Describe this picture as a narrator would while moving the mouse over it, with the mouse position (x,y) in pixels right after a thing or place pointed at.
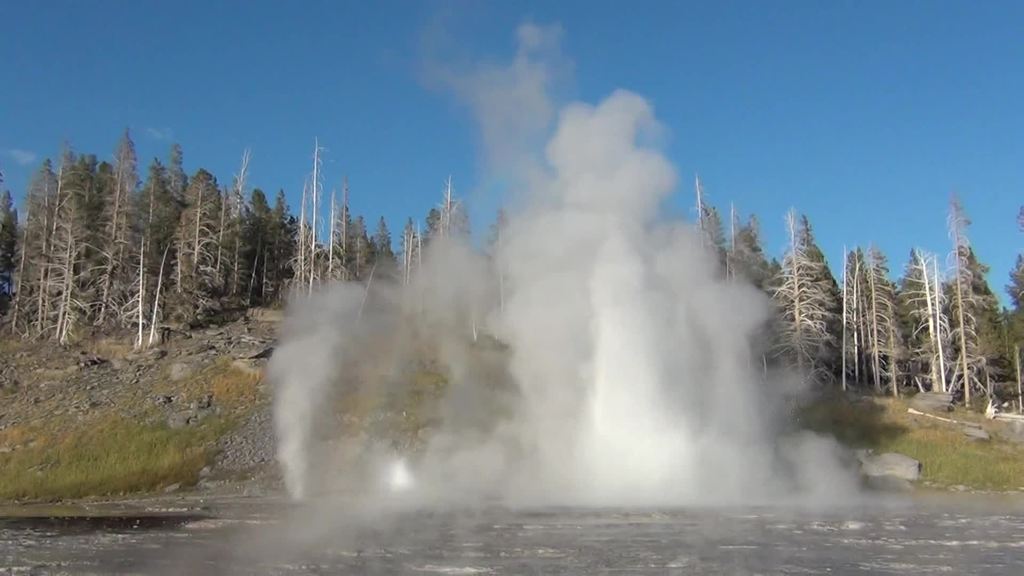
This image is taken outdoors. At the bottom of the image (615,538) there is a ground (911,543). In the middle of the image (454,370) there is smoke (475,373). In the background (954,368) there are many trees (303,265) on the ground (912,391) and there is a ground (132,450) with grass (158,448) on it. At the top of the image (266,104) there is a sky (37,155) with clouds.
